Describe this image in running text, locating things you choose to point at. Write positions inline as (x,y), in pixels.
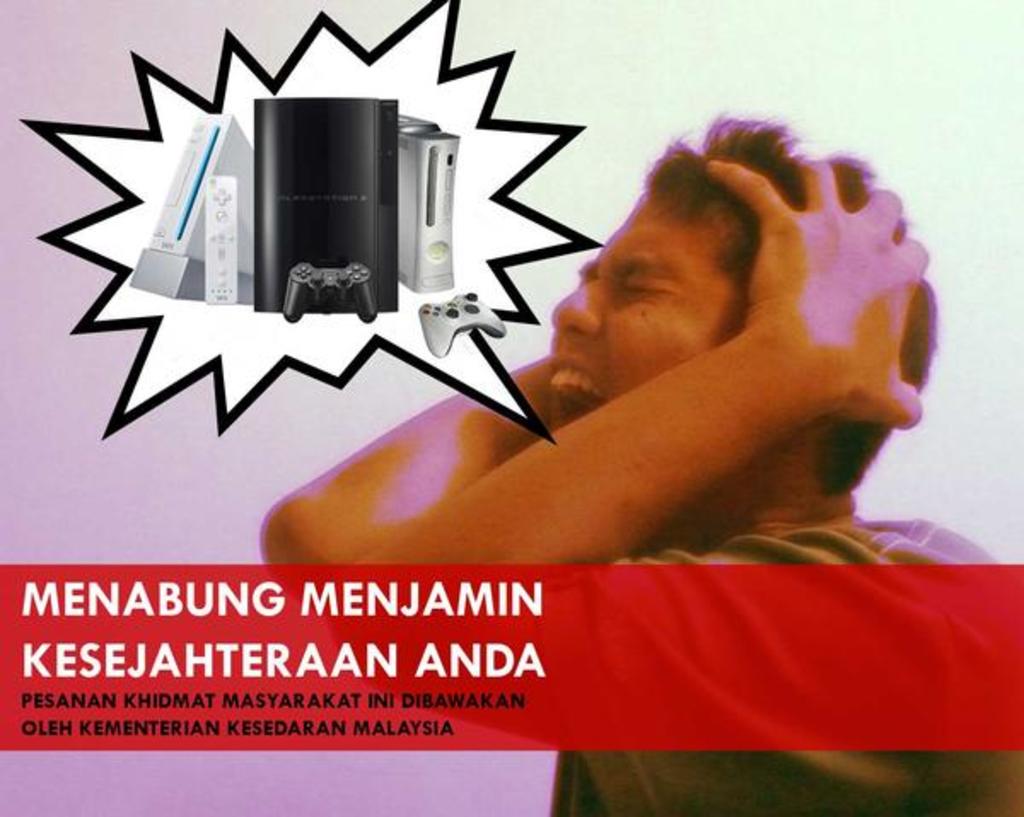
In the foreground of this image (756,450), there is a man (756,450) on the right (737,436), some text (279,677) at the bottom (291,671) and the images (300,221) of few electronic devices (399,271) at the top (263,192).
